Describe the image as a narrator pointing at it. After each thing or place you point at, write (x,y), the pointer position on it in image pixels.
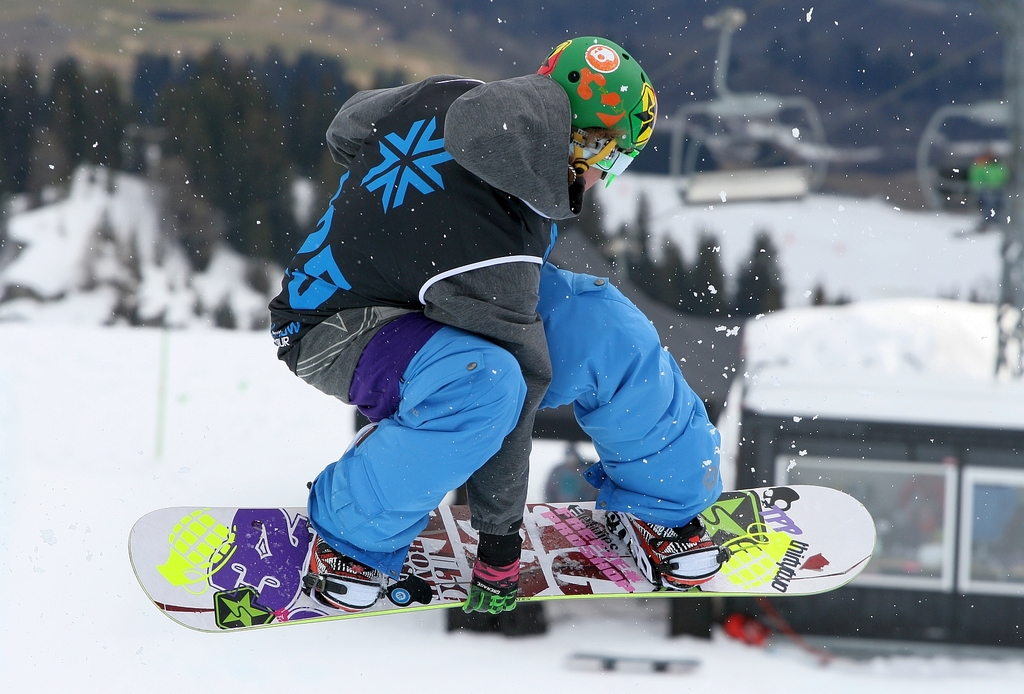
This picture is clicked outside. In the center (396,260) we can see a person (497,169) wearing helmet (589,100) and we can see the person (666,542) is in the air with the ski-board (190,589). In the background (731,141) we can see the cable cars (730,124), cables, trees (128,148), lot of snow (189,381) and many other objects (993,619).
